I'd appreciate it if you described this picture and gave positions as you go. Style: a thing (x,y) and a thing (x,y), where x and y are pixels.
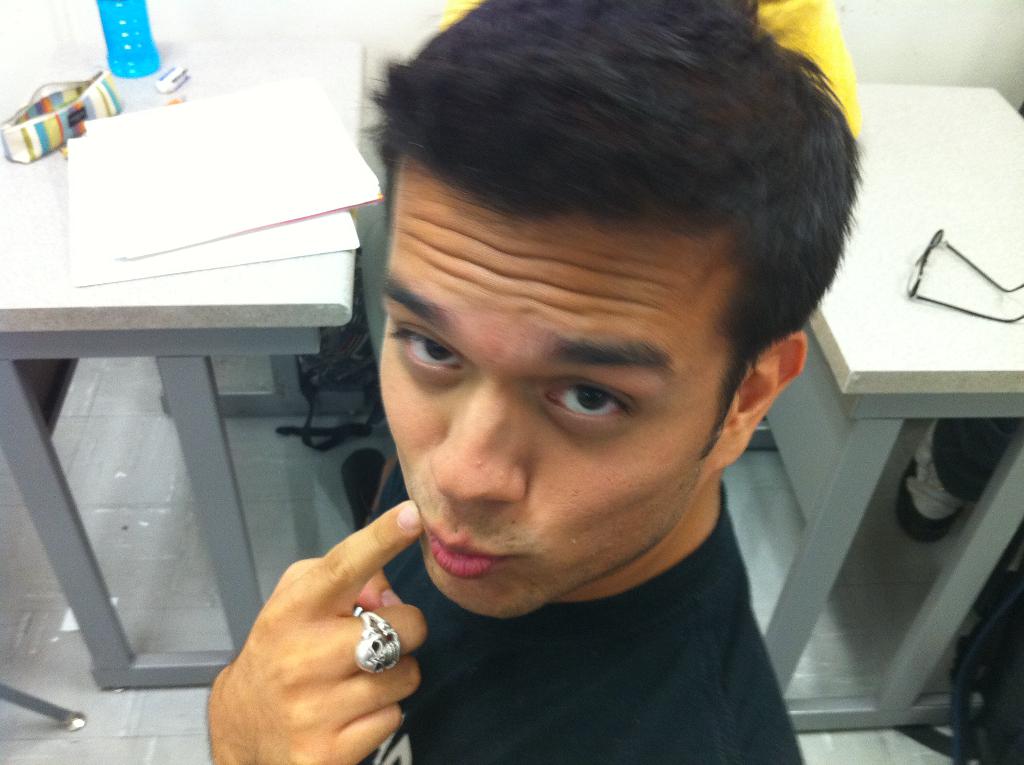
This image is taken indoors. In the background (920,42) there is a wall (908,39). There are two tables (949,270) with a few things (208,188) on them. At the bottom of the image (49,665) there is a floor (201,701). In the middle of the image (606,394) there is a man (335,661) and there is a backpack (347,368) on the floor (329,453).
